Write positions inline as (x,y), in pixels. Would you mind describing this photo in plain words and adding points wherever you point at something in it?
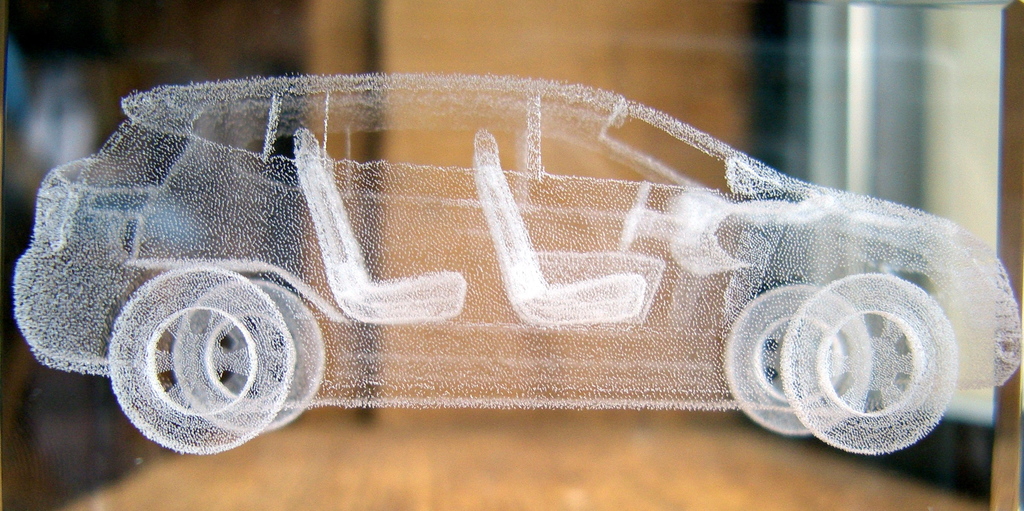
Here in this picture we can see an imaginary picture of car (278,136) present over a place (728,421).
